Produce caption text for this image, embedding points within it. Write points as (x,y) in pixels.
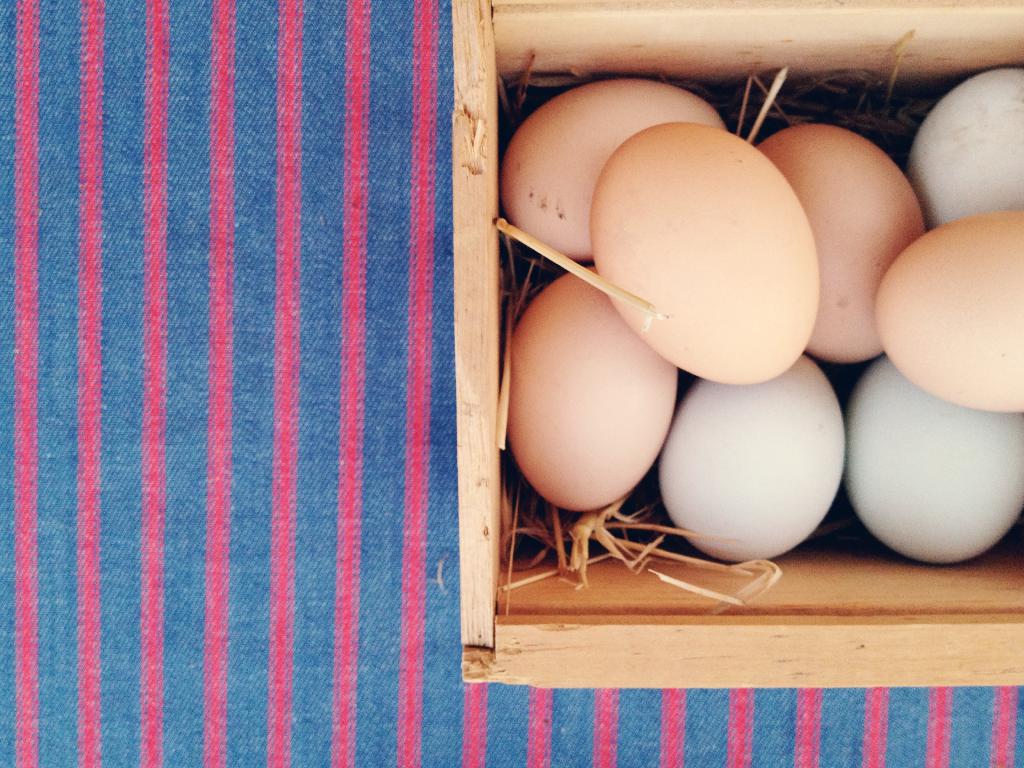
In this picture there is a wooden box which has few eggs (576,193) placed in it and there is grass (620,543) under the eggs (608,502) and there is a cloth (237,281) under the wooden box (472,315).
